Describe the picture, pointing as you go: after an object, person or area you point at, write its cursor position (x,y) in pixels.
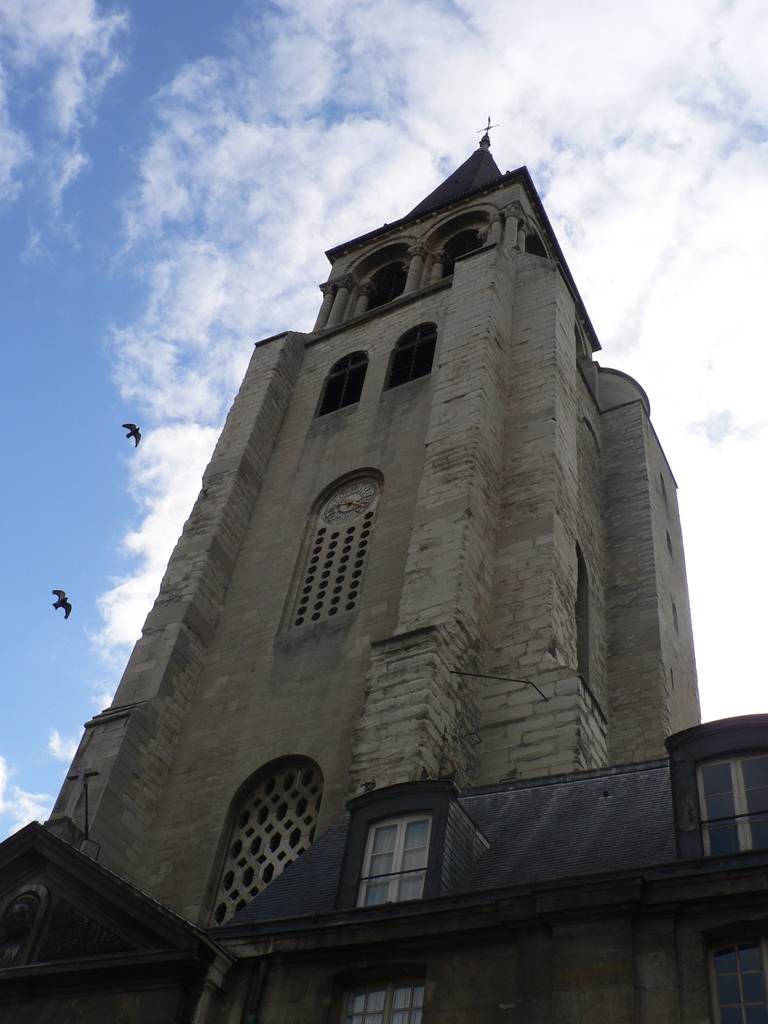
In this image we can see a building (490,675), there are some birds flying and in the background (318,286), we can see the sky (295,157) with clouds (317,159).
